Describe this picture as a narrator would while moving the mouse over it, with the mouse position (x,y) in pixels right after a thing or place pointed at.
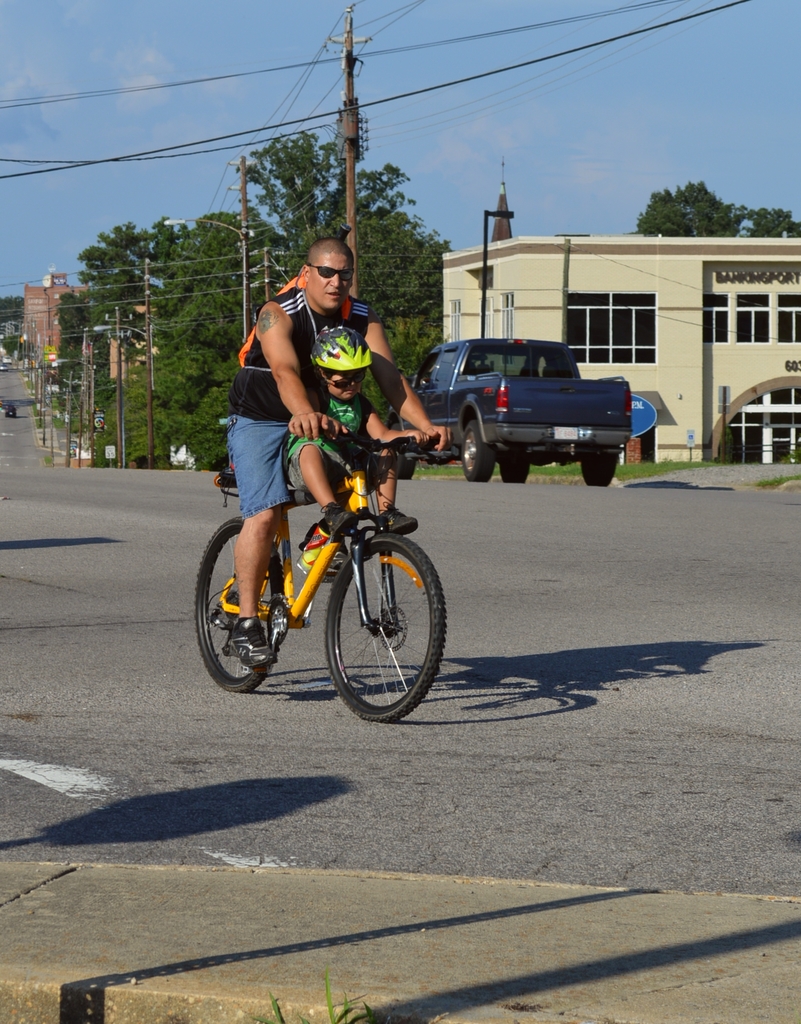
In this image i can see a man (299,429) is riding a bicycle (287,594) on the road (336,735). I can also see there are few trees (387,322) and a vehicle (562,366) and buildings (703,329).
